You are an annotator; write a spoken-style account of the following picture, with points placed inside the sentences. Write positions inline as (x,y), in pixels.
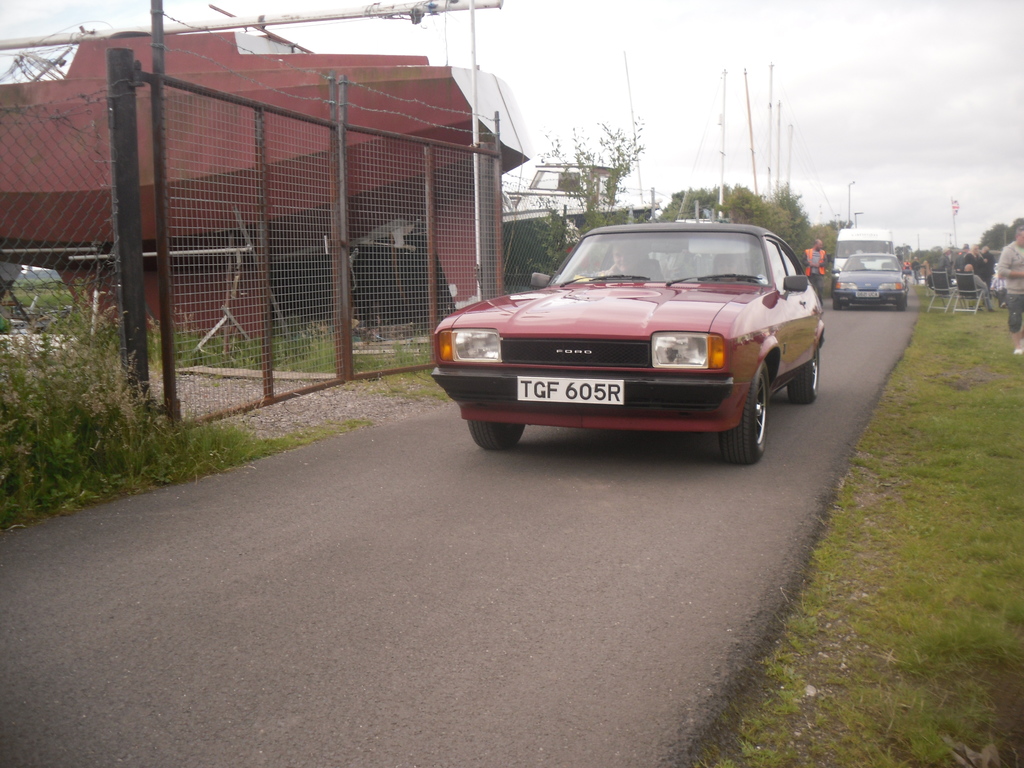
In this image, there are vehicles (752,345) on the road (624,519). On the right side of the image (1009,303), I can see few people (823,273) standing, few people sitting on the chairs (946,295) and I can see grass (962,621). On the left side of the image (14,479), there are plants (112,476). There are trees (757,219), poles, gate (493,244), boat (528,212) and an architecture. In the background (581,78), there is the sky (771,55).
